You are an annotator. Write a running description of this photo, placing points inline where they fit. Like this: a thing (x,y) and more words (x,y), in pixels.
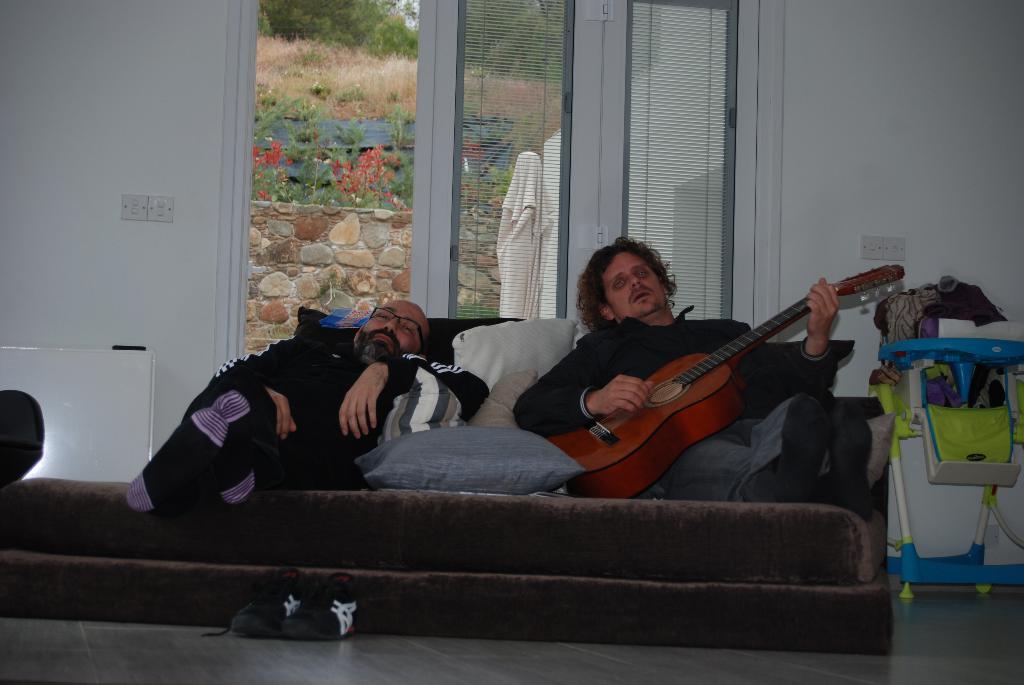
This 2 persons (611,345) are sitting on a couch (785,509). This person (592,405) is holding a guitar (658,411). This is a pillow (553,486) on couch (509,535). In-front of this couch (345,545) there are shoe (276,628). This is a baby chair (937,367). This is door (645,122). Outside of this door (475,118) there are trees (351,27) and plants (334,153) with flowers (339,169).
